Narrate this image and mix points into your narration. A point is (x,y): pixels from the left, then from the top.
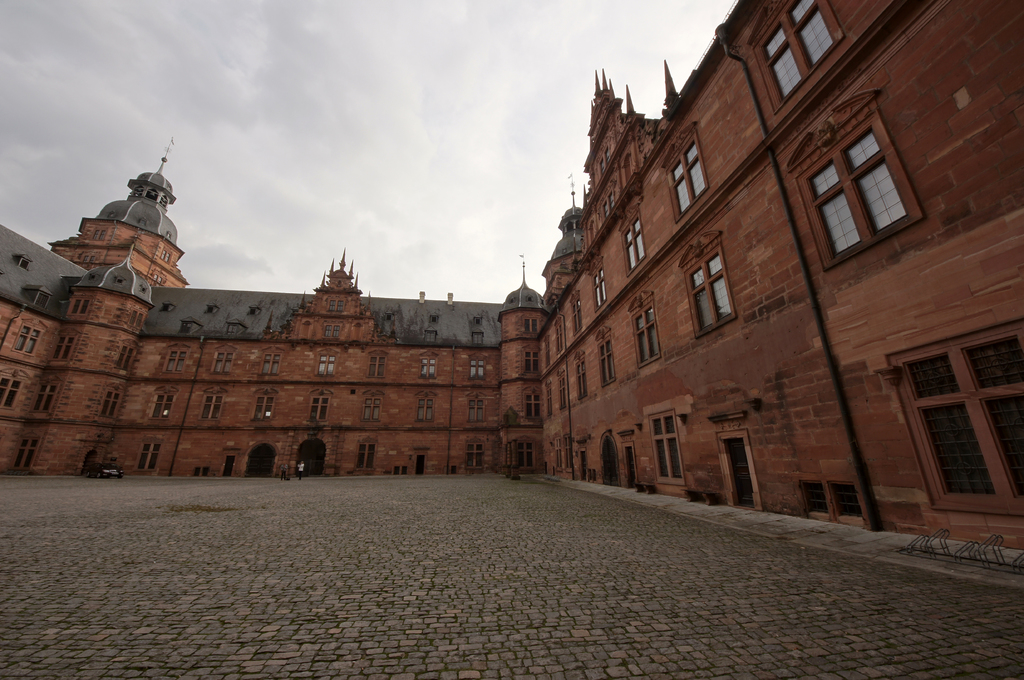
In this image we can see building (625,289) and land (330,566). The sky (298,109) is covered with clouds (328,143).
